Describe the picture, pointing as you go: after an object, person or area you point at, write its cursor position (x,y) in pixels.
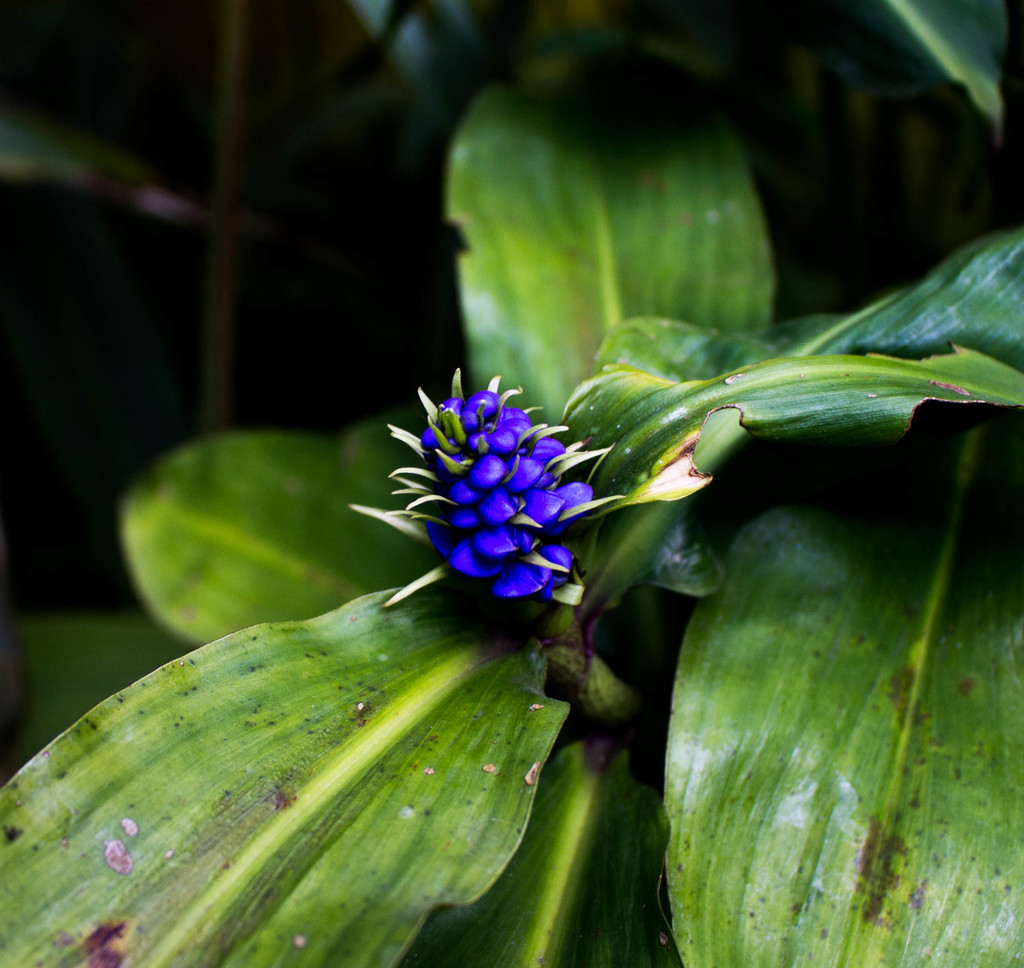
In this image I can see the flower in purple color, background (678,289) I can see few leaves (612,404) in green color.
